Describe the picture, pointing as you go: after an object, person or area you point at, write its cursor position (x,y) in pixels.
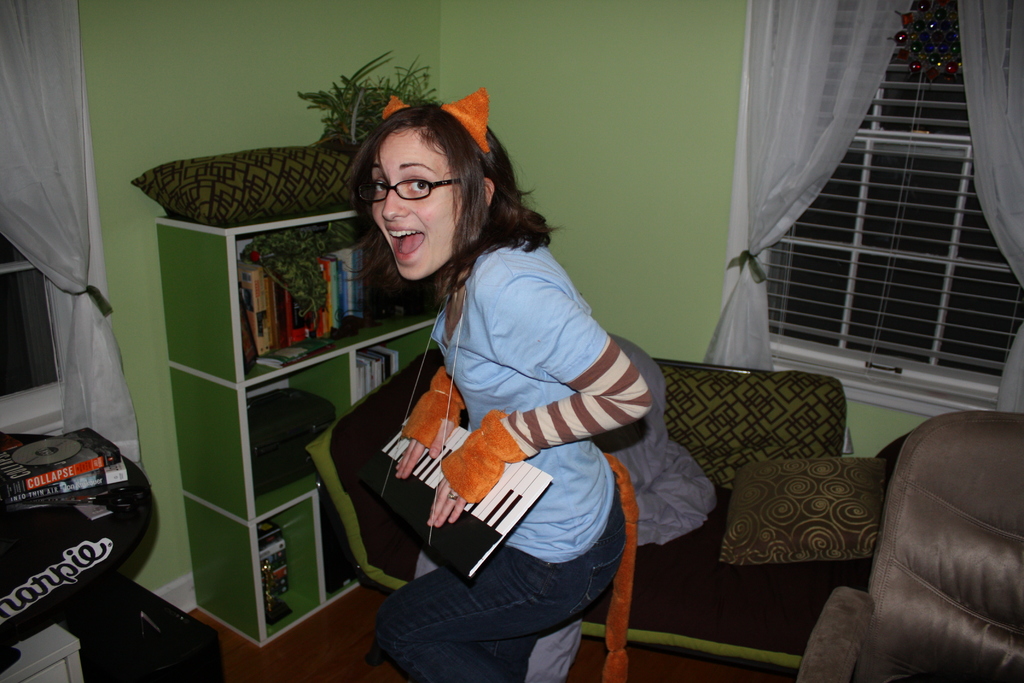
In the background (502,63) we can see a wall (514,48), windows (977,212) and curtains (36,128). Here in a shelves (387,299) we can see books (343,296) and other objects (315,427). Here we can see a woman (429,196) wearing spectacles (409,196). Here we can see a pillow (803,509) and chairs (896,607).
